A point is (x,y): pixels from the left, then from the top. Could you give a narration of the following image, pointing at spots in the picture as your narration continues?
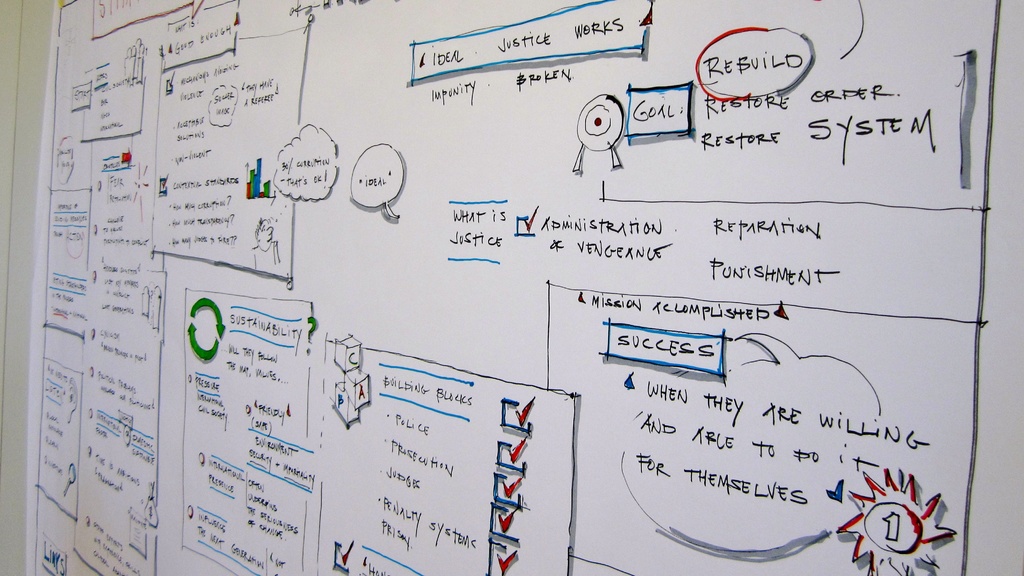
In this image I see a white color sheet (116,334) which consists of black color text (614,301) on it.
